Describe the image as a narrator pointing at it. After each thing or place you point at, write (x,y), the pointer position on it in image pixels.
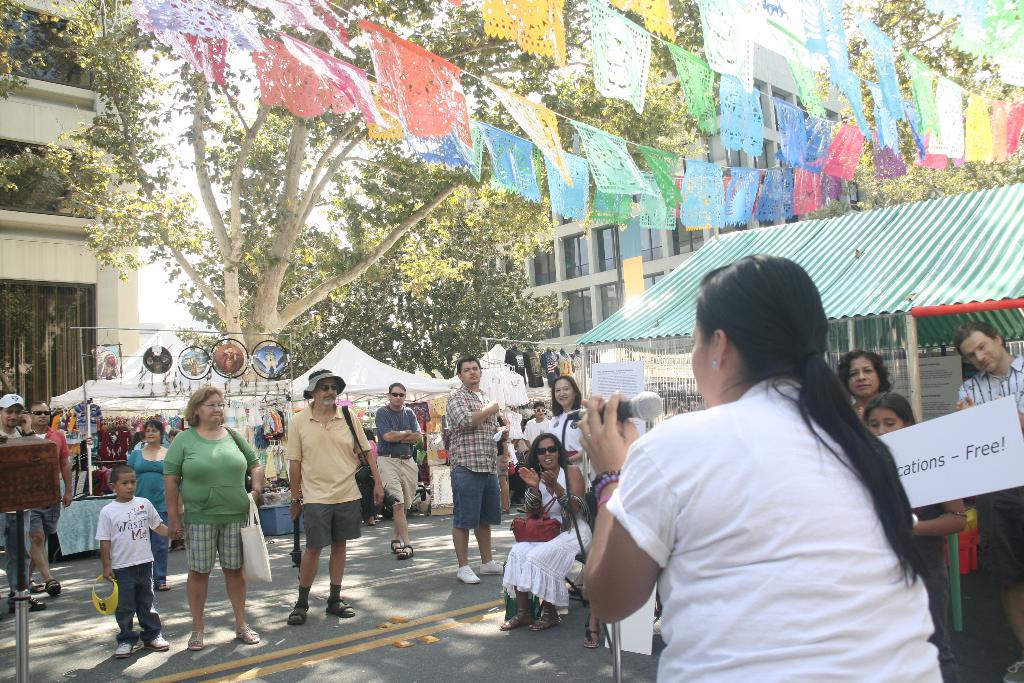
In this image I can see a person (799,424) standing at the front (640,411), holding a microphone (632,401). There are other people (1012,524). There are boards (957,360) and canopies (270,385) at the back (257,385). There are flags (585,136) and buildings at the back (624,140).
